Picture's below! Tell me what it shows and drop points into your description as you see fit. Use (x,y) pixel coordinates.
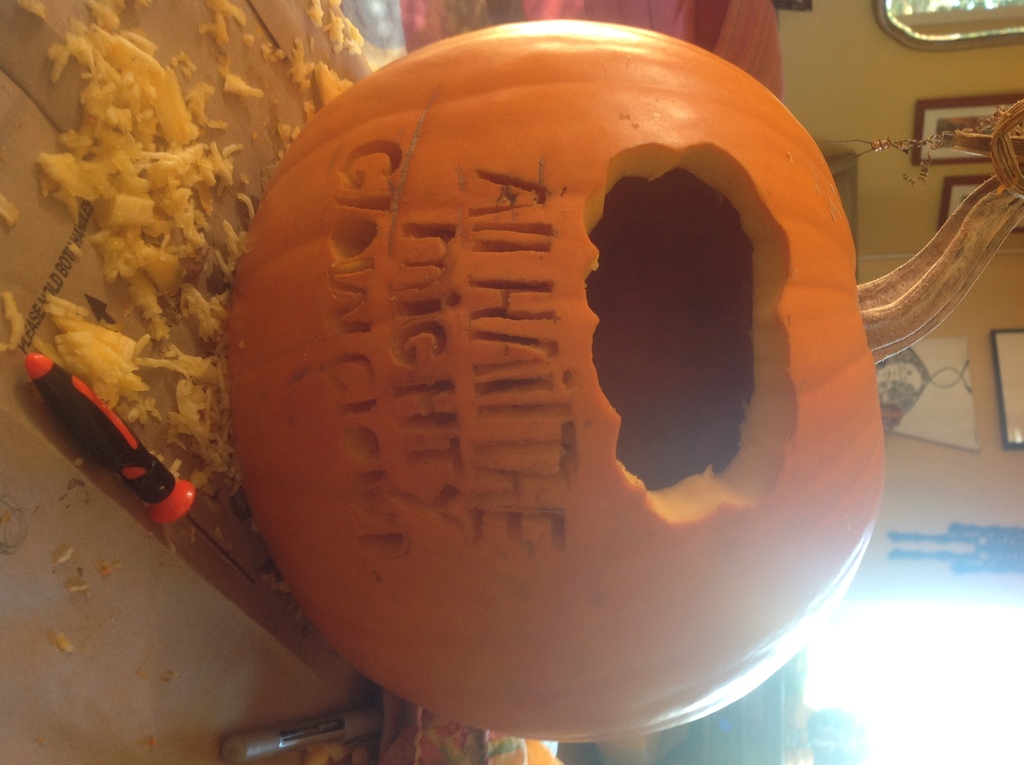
In this image I can see the pumpkin (492,315) and I can see the tool (135,462) and some objects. These are on the surface (263,676). In the background (961,318) I can see many frames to the wall (866,206).
